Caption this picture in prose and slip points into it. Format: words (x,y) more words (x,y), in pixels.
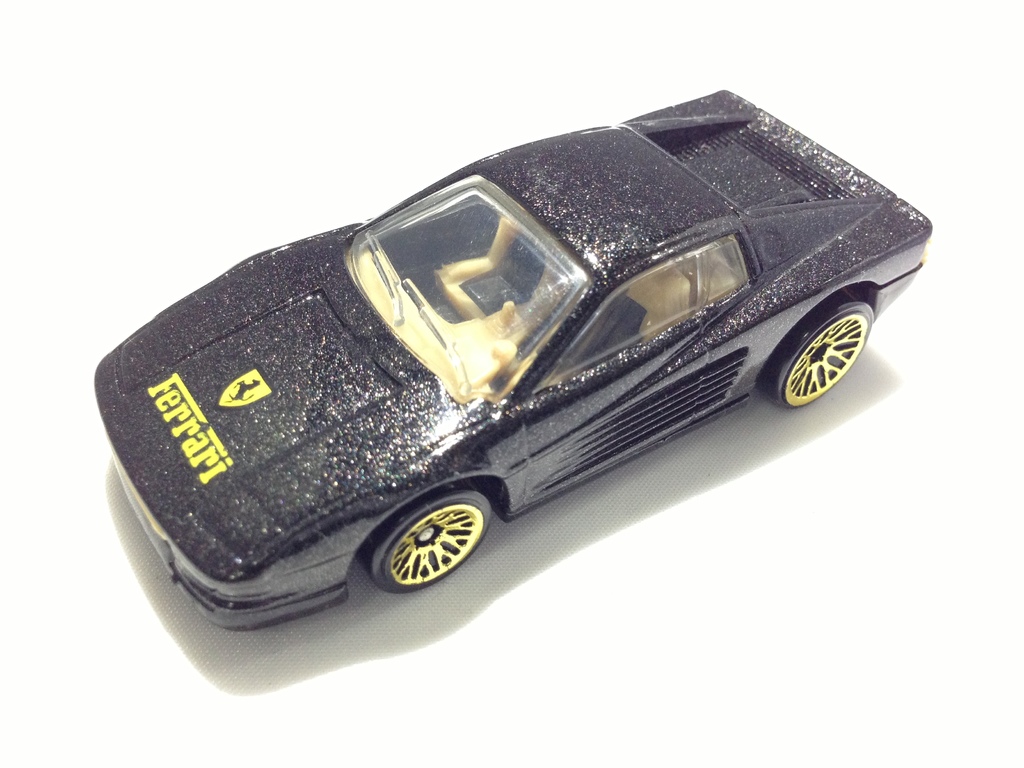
In this image I can see a toy car (342,431) which is black and yellow in color is on the white colored surface (327,185).
